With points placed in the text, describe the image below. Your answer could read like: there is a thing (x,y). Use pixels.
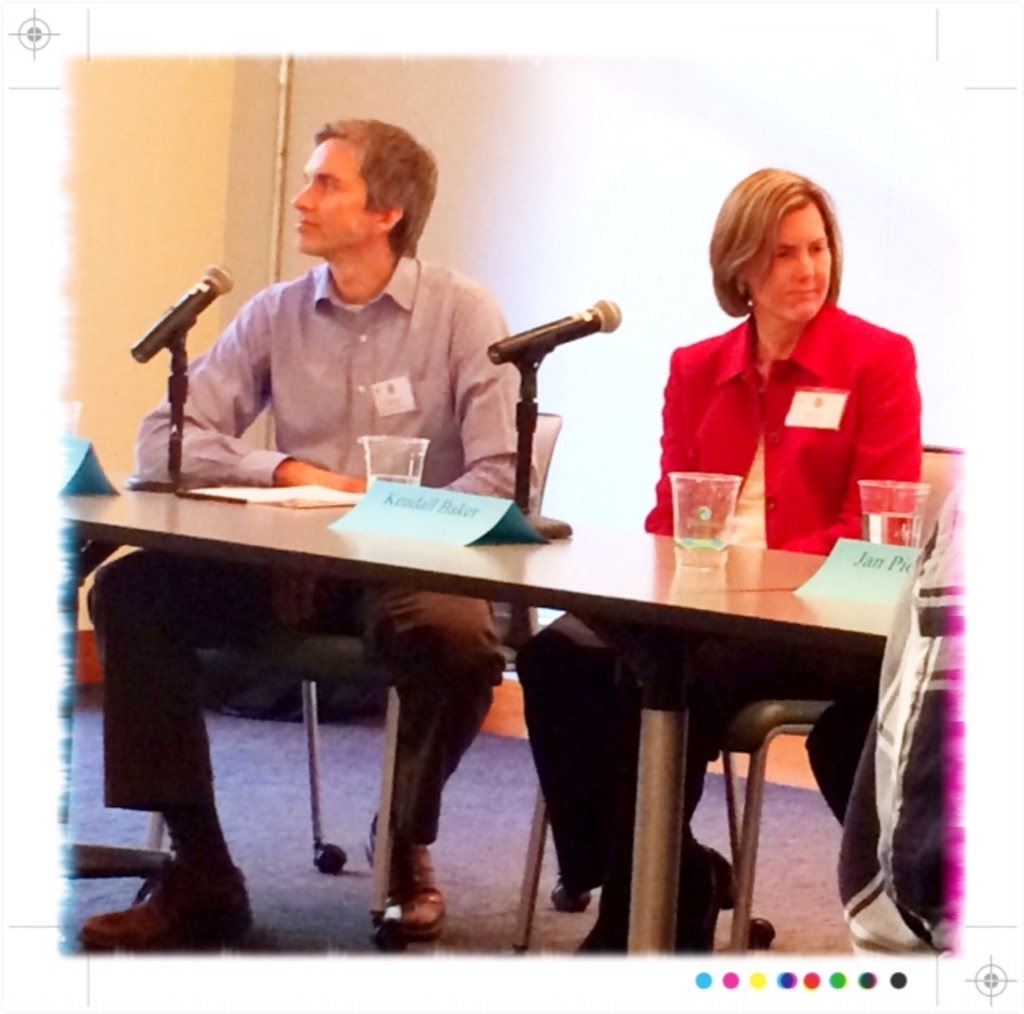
This picture shows a man (337,141) and a woman (668,492) seated on the chairs (949,464) and listening with microphones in front of them and we see few glasses (716,530) on the table (397,557).
